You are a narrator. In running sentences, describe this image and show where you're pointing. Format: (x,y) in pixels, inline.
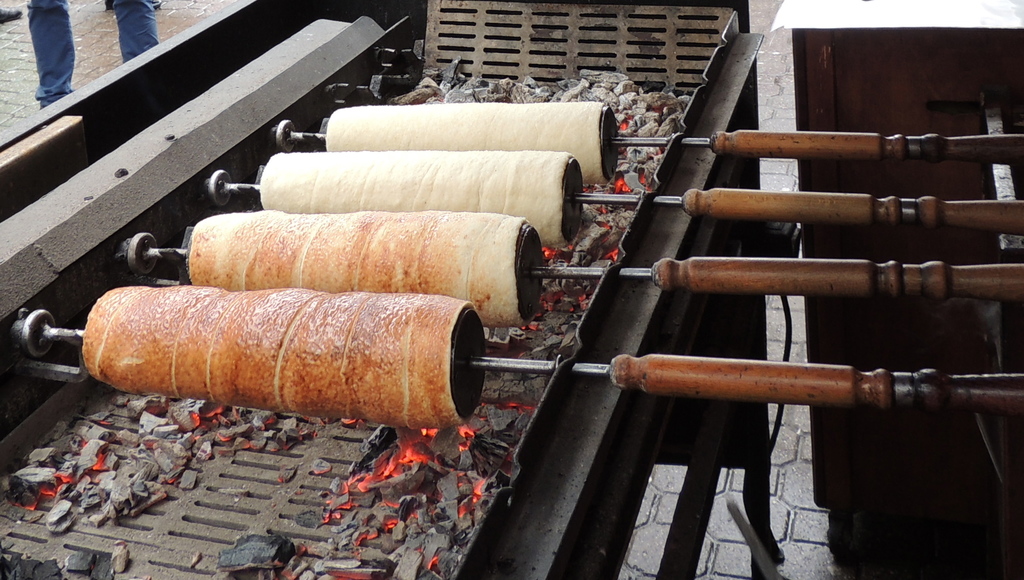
In this picture we can see coals (262,535) on a machine (247,517) and food items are rolled to the objects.
